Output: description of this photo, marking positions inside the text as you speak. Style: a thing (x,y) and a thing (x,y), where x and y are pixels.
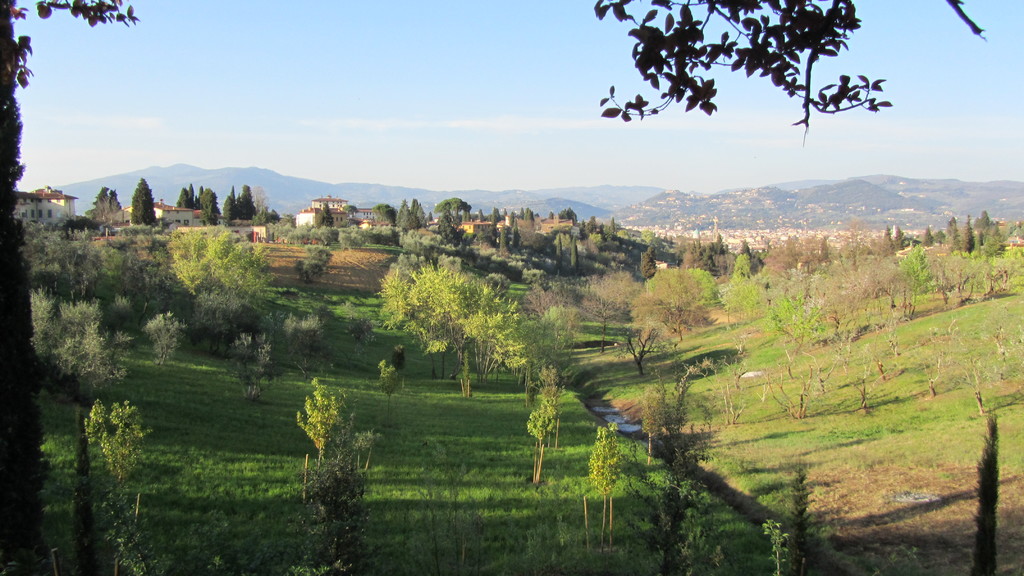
As we can see in the image, there are lot of trees (464,304) and buildings (266,234). In the background (261,181) there is hill (261,181) and on the top (370,94) there is a sky (351,98).
